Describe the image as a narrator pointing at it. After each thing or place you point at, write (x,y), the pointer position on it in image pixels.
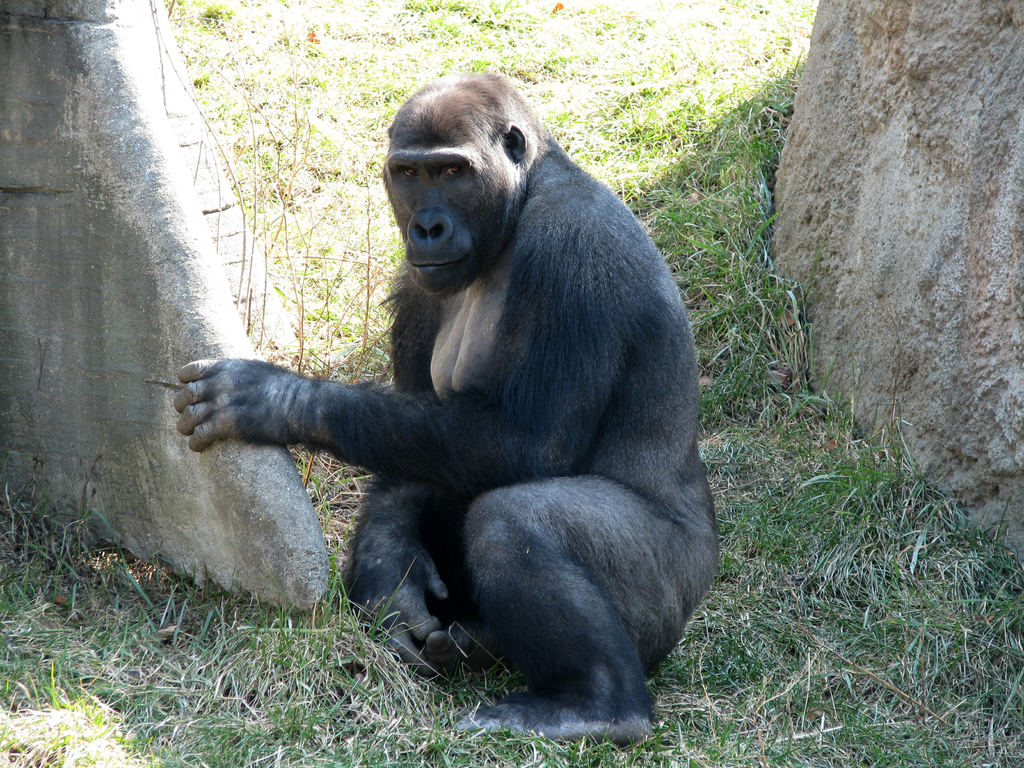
In the center of the image (532,445) there is a gorilla (626,317). At the bottom of the image (781,651) there is grass (853,602). To the both sides of the image there are stones (855,212).
